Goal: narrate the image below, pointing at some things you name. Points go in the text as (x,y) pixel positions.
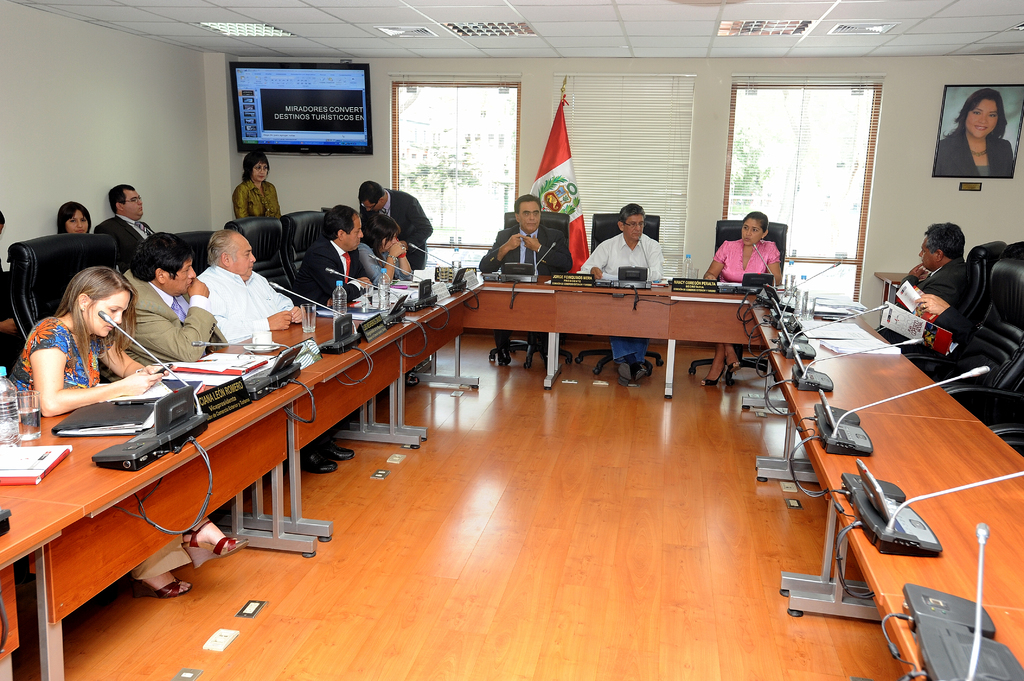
There are people (140,316) those who are sitting around the desk (842,465) in the image, desk (864,420) contains mics (872,446), bottles (337,306), glasses (309,322), and files (258,357) on it, there is a monitor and a photograph (1008,120) in the image, there are window blinds (572,93) in the background area (658,125), there are lamps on the top side of the image (498,33).
